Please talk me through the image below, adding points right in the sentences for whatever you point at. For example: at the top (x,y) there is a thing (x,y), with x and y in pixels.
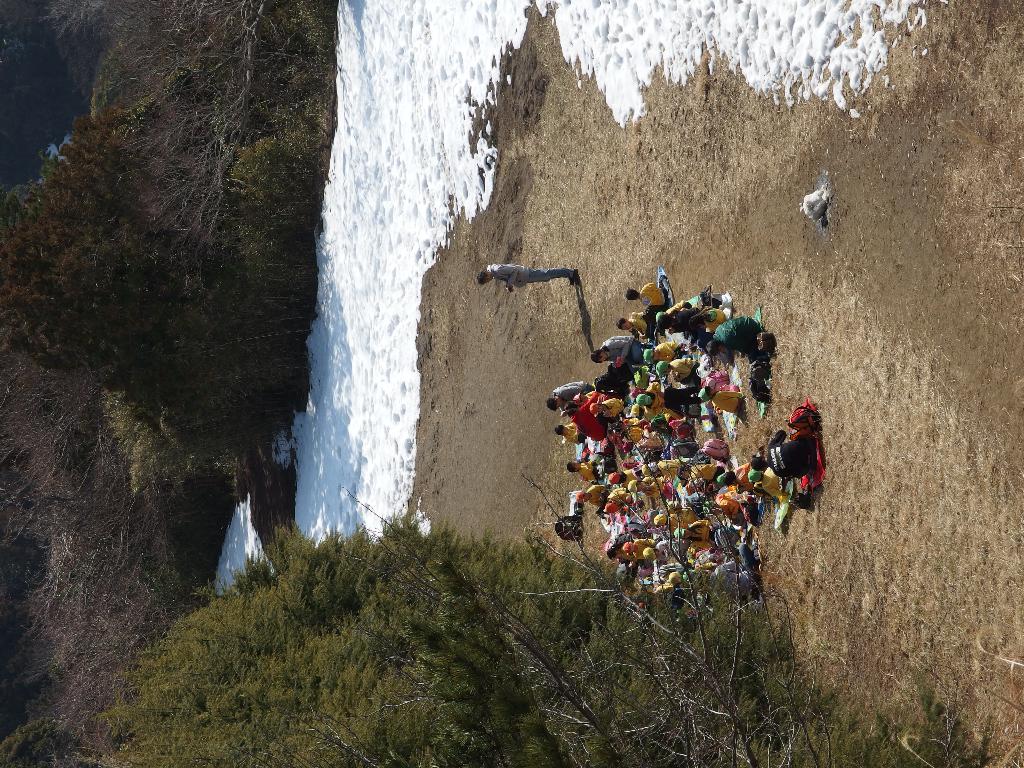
In this image we can see people (663,414) sitting and there are trees (154,411). There is a man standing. In the background (407,72) there is snow (485,54).
